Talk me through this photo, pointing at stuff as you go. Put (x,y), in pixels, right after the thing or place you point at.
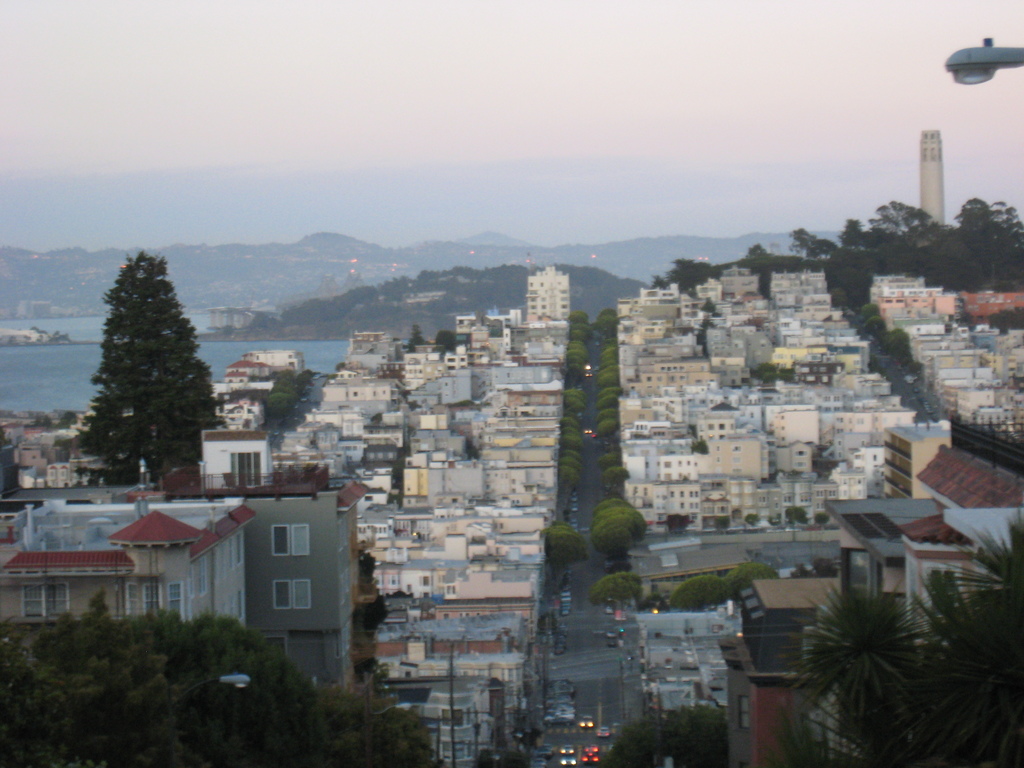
In this picture we can see few buildings (645,476), trees (566,366), lights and vehicles (571,699) on the road (583,629), in the background (350,291) we can find a tower (930,167), hills (246,284) and water (44,356).
